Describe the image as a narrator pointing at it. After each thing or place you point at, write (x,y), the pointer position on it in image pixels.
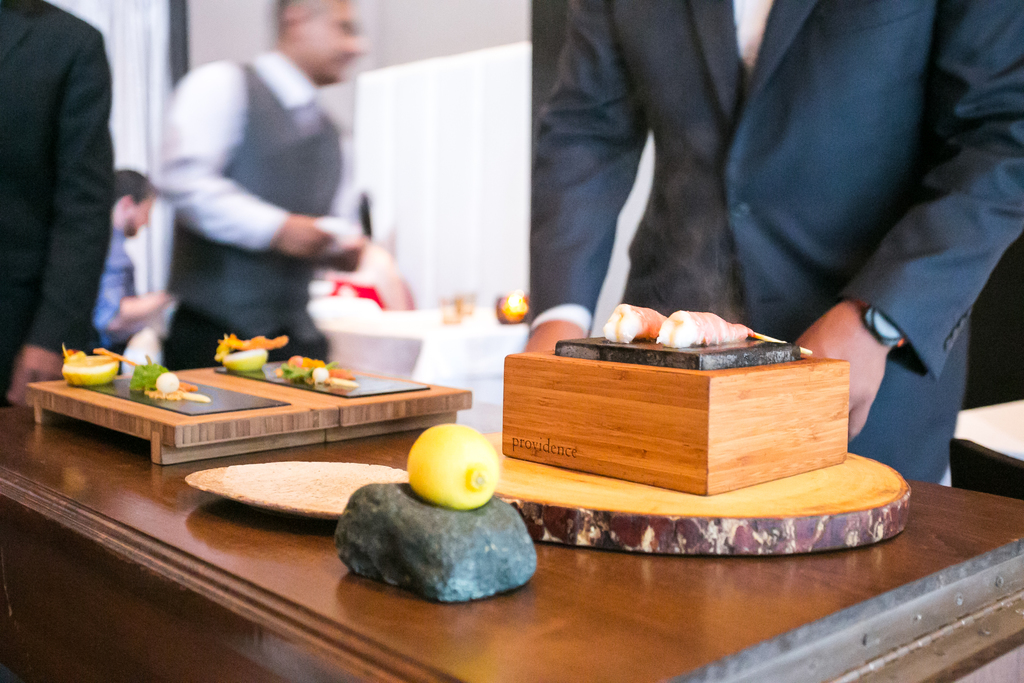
In this image we can see some things (254,427) are placed on the table (201,467). In the background (745,120) we can see few people (541,187) are standing.
